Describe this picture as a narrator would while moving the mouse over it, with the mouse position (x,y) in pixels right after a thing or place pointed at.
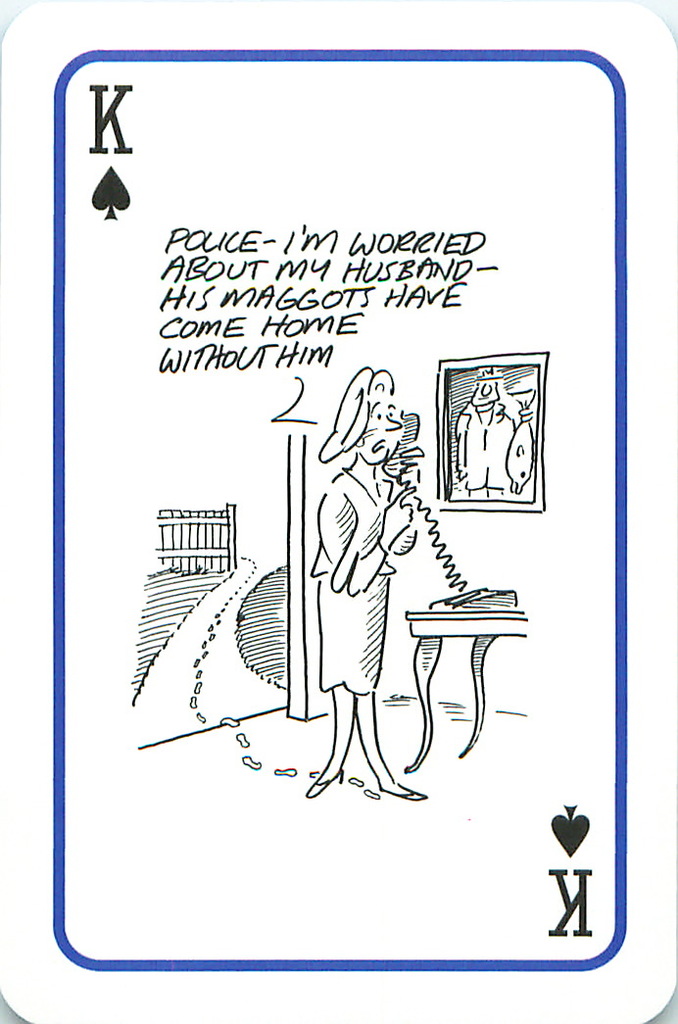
In this picture we can see a poster (386,624).
